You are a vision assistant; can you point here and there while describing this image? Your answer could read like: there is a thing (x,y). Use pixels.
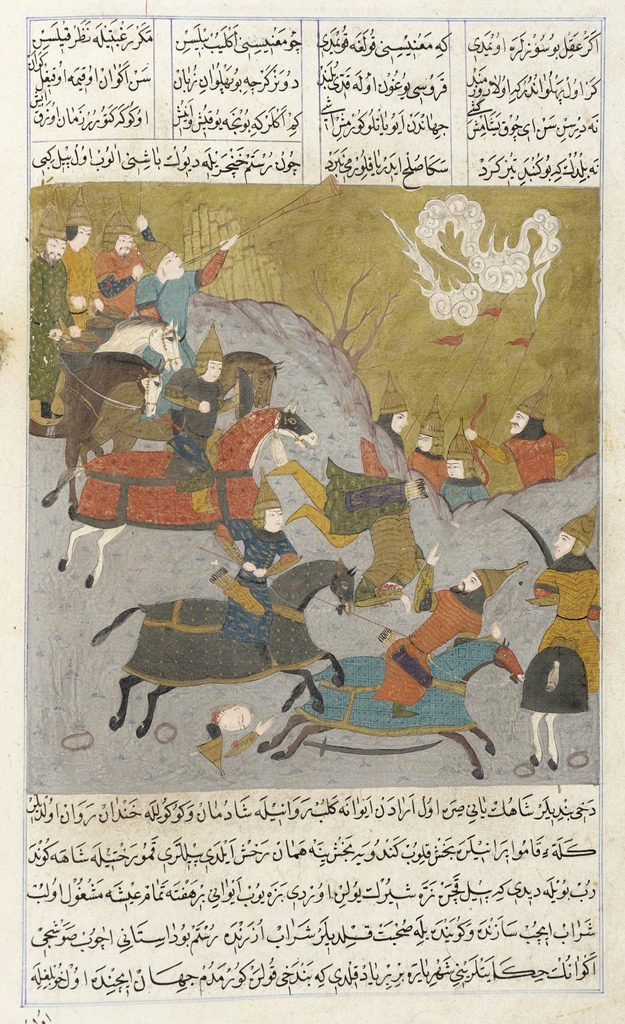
In this picture we can see a paper (503,636), there is a picture (340,625) of horses (129,375) and persons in the middle (293,415), we can also see some text (261,126) on the paper (226,839).
